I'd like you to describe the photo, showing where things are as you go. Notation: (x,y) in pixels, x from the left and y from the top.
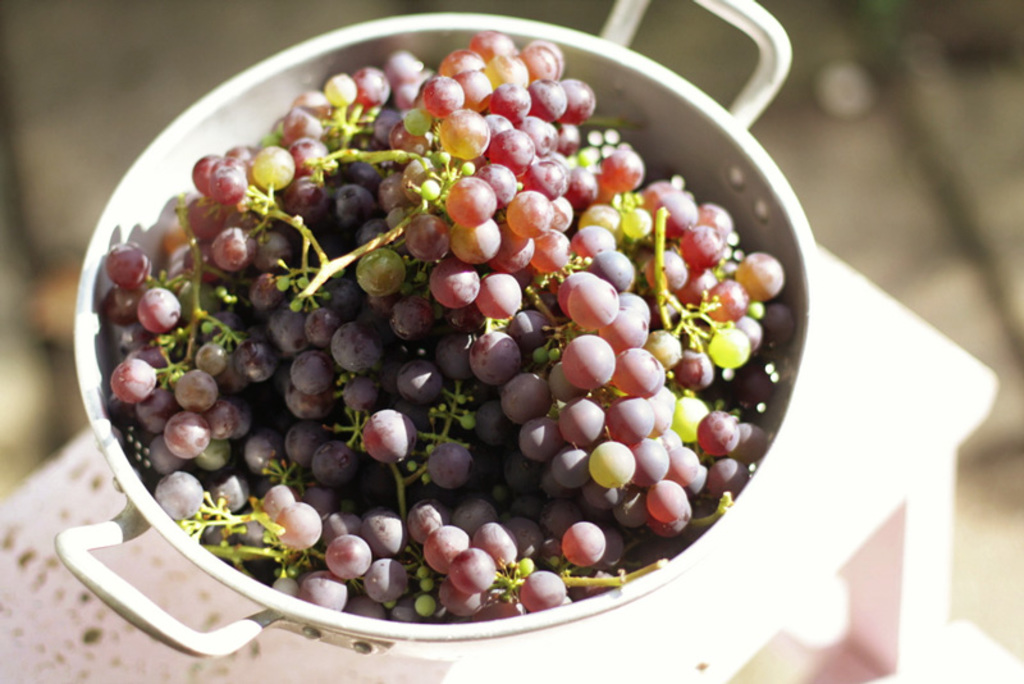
In the image I can see the table (857,329), At the top of the table (821,302) I can see one bowl (502,298) of grapes (566,282). The background of the image (854,139) is blurred.
